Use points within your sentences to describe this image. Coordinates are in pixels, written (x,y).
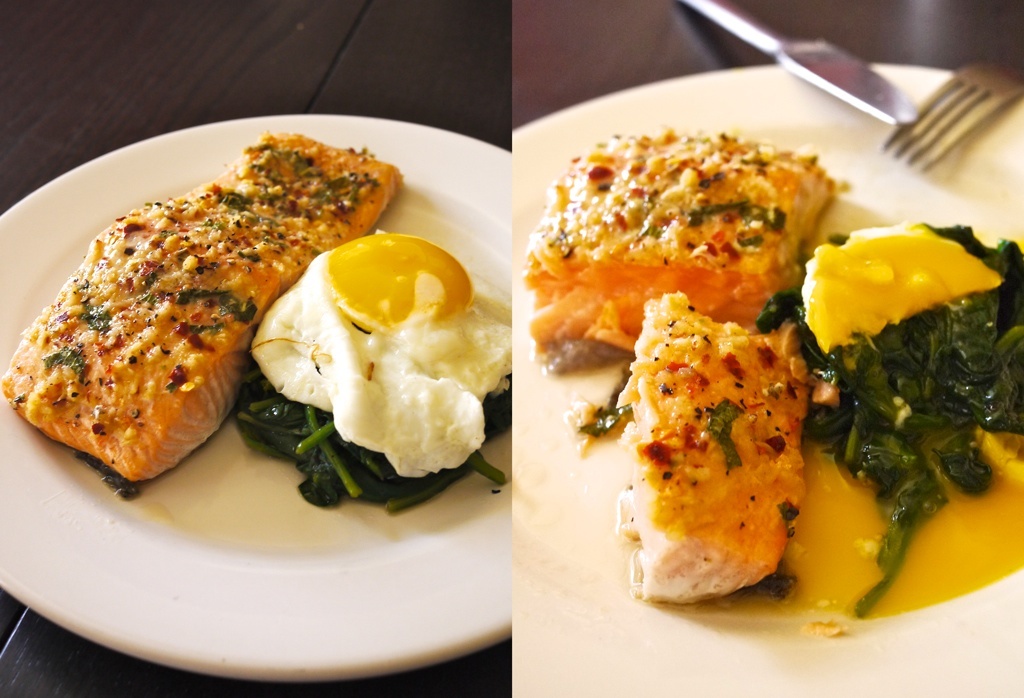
This is a collage image of food items (478,344) with a fork (945,142) and knife (900,123) in plates (561,149) on a table (444,61).
